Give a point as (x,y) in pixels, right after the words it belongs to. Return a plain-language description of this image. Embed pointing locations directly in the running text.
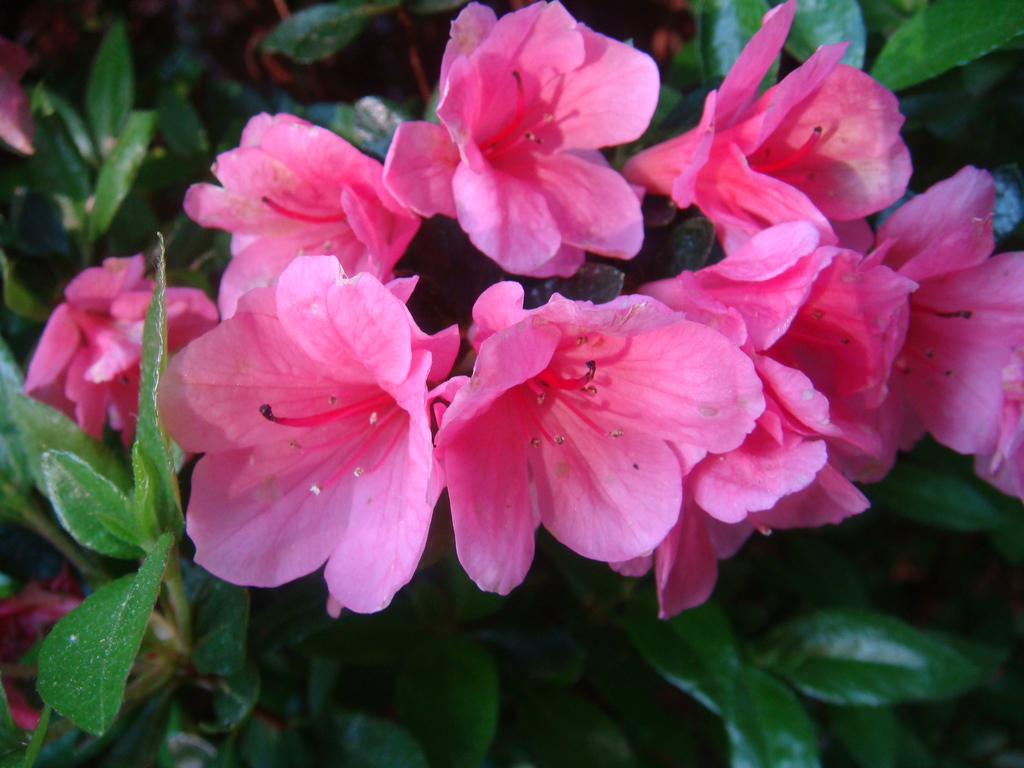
In the image in the center (366,375) we can see plants (189,118) and few pink color flowers (561,391).
